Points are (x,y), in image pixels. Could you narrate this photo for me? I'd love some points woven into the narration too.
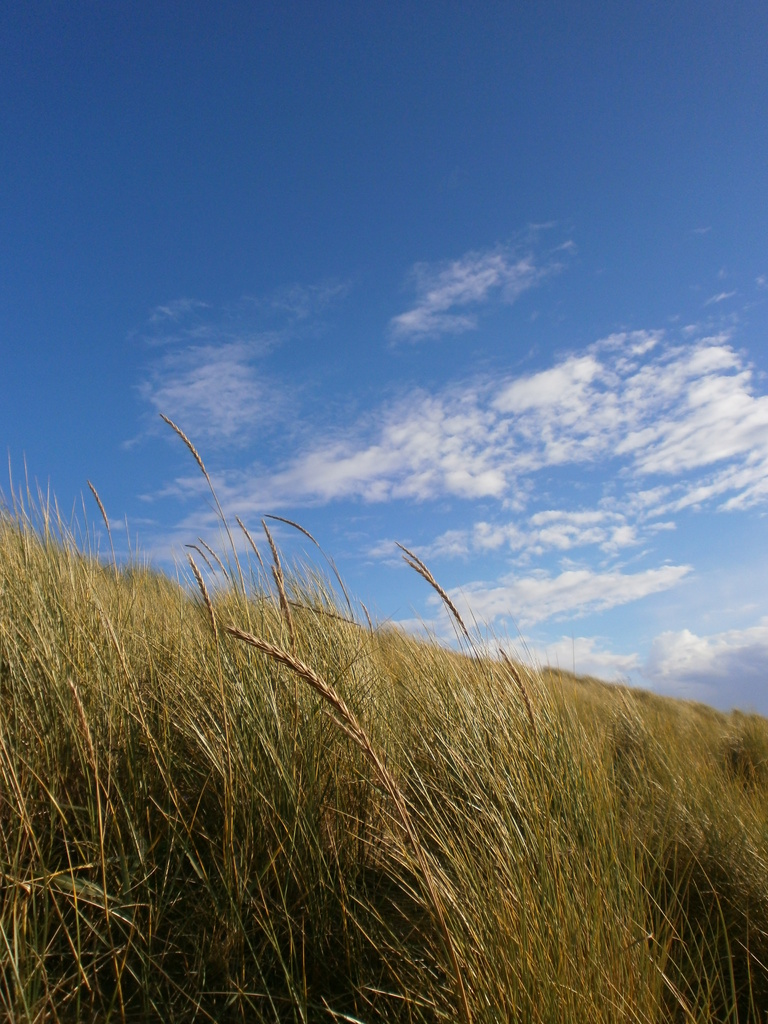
In this image we can see lawn straw (348,725) and sky (403,417) with clouds (623,542) in the background (531,368).
